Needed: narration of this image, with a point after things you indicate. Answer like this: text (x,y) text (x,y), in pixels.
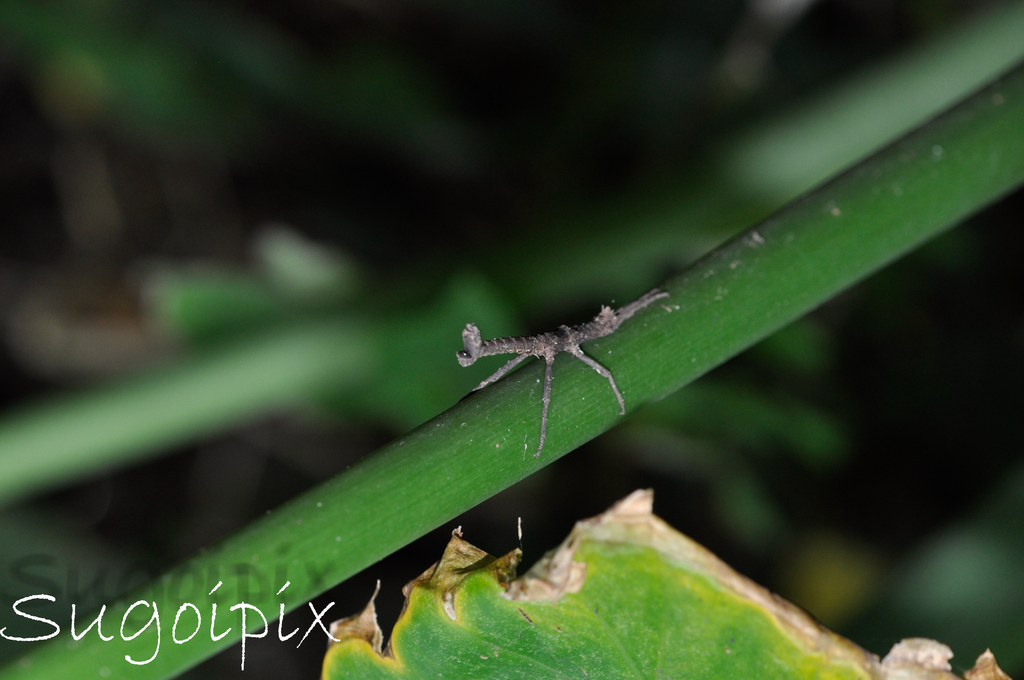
In the image we can see an insect (538,335) on the stem (574,393). Here we can see the leaf (549,614) and the background (392,205) is blurred. On the bottom left (102,613) we can see the watermark (63,635).
